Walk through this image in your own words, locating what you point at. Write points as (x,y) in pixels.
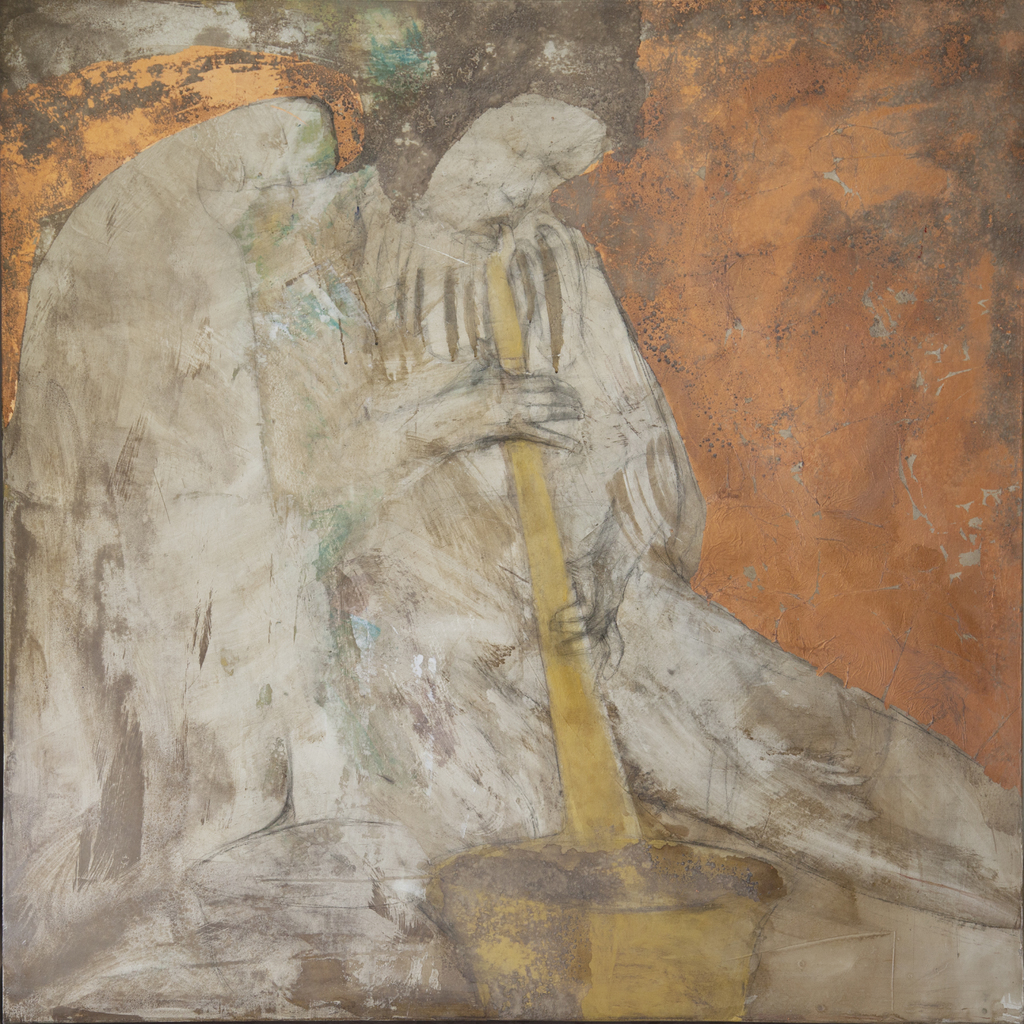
In this image I can see the person's art (480,449) in yellow, white and brown color and the person (522,529) is holding something.
